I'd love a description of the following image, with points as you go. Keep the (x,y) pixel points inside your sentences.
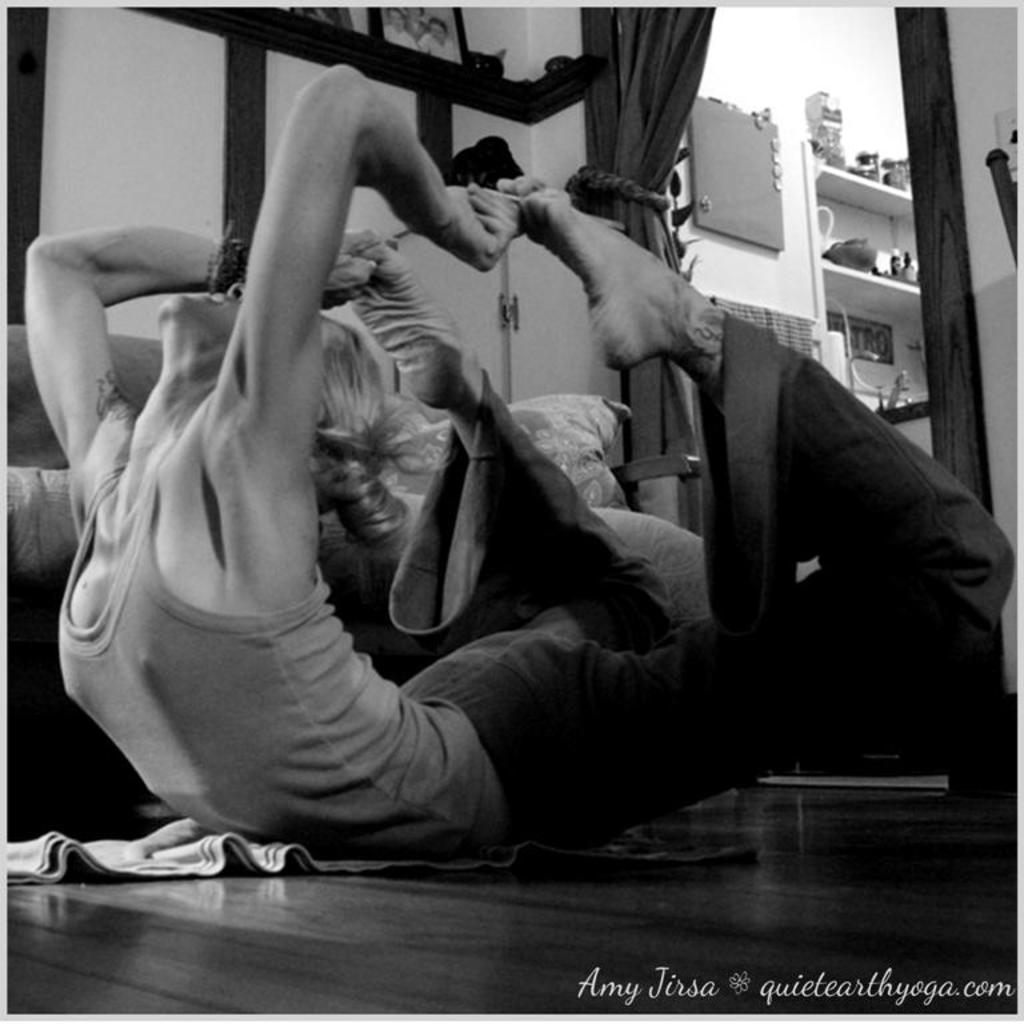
In this image I can see a person (290,507) is doing exercise. Back I can see a couch (42,477), pillows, frames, curtains (697,422) and few objects (857,175) on the cupboard (822,320). The image is in black and white.
